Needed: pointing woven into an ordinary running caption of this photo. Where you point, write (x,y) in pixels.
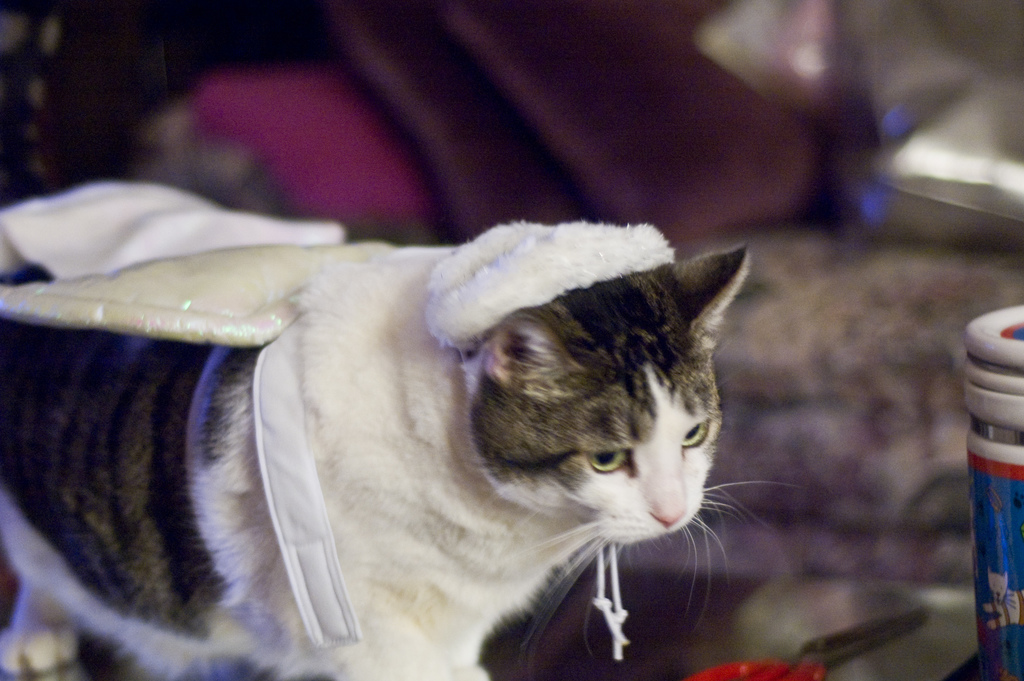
In this picture we can see a cat (363,360) and blurry background (817,120).
